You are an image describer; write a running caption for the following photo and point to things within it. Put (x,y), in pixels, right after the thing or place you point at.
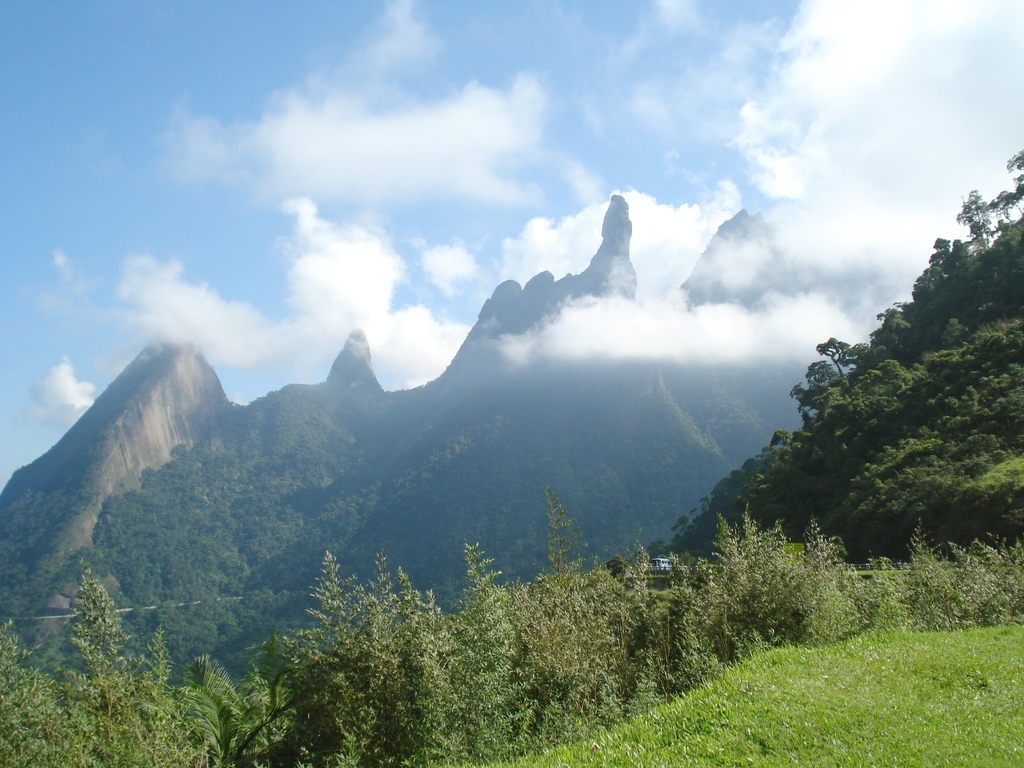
In this image we can see a group of trees (657,677) and plants (540,663). In the bottom right (736,702) we can see the grass (785,678). In the background (219,447), we can see the mountains (260,485). At the top (552,222) we can see the sky (473,221). In the middle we can see a vehicle (662,565).
